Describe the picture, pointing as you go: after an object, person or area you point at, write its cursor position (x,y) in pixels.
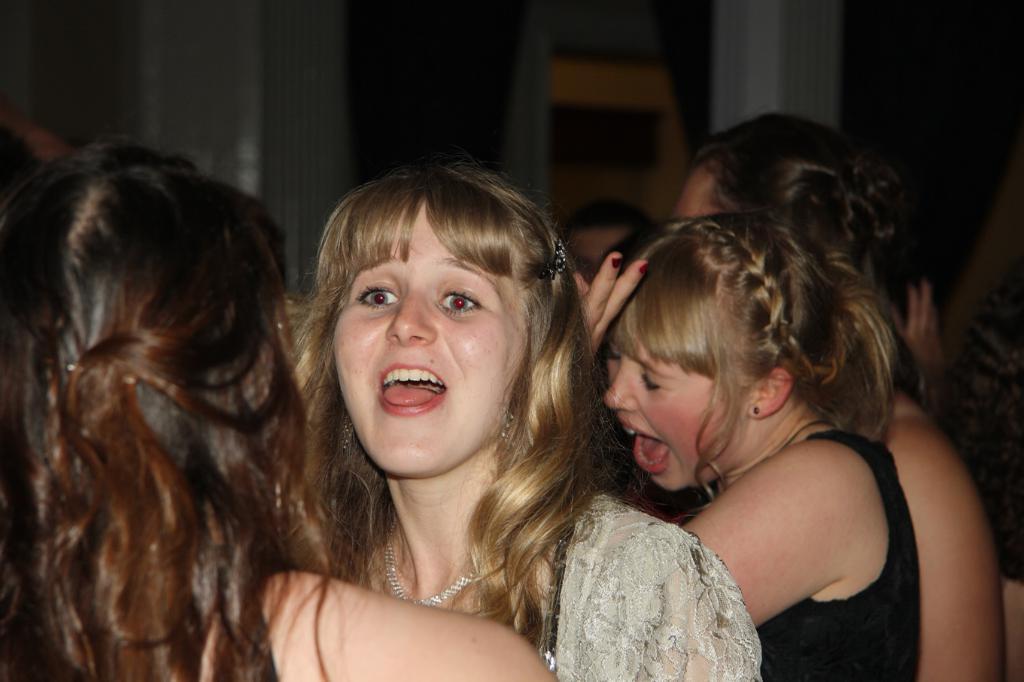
In the image there are many girls (570,437) shouting, it seems to be a party, in the back (194,78) there is a wall (598,67).
